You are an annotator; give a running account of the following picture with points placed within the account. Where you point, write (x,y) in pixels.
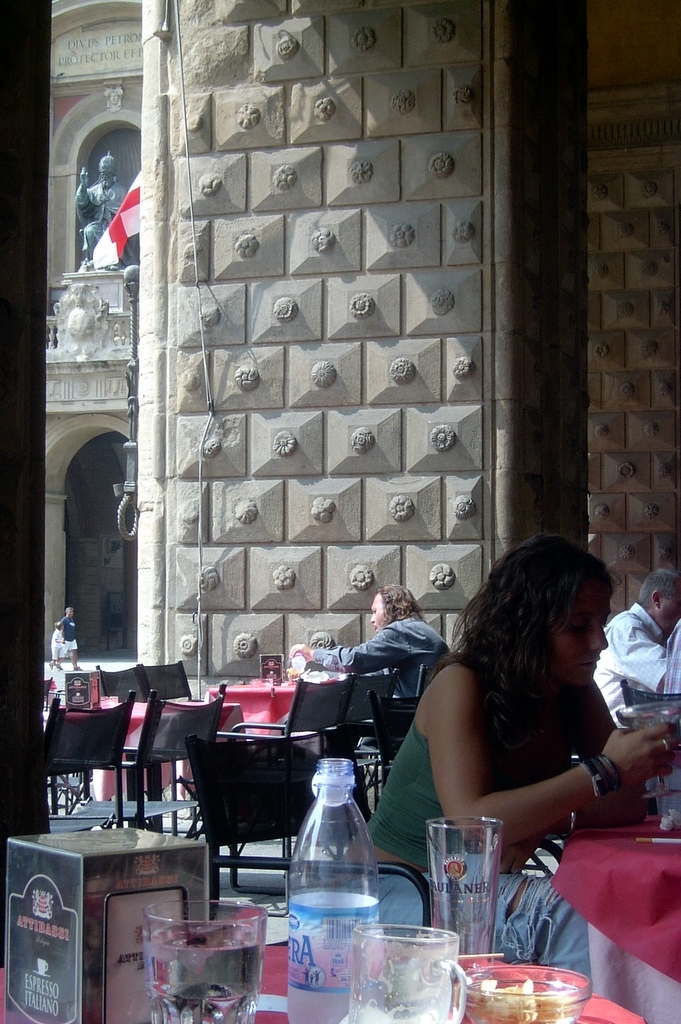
There is a terrace (405,684) with lot of chairs (335,743) and tables (262,716) and few people (625,792) sitting on them. There is a sculpture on the first floor (128,145) and flag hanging in front of that.
